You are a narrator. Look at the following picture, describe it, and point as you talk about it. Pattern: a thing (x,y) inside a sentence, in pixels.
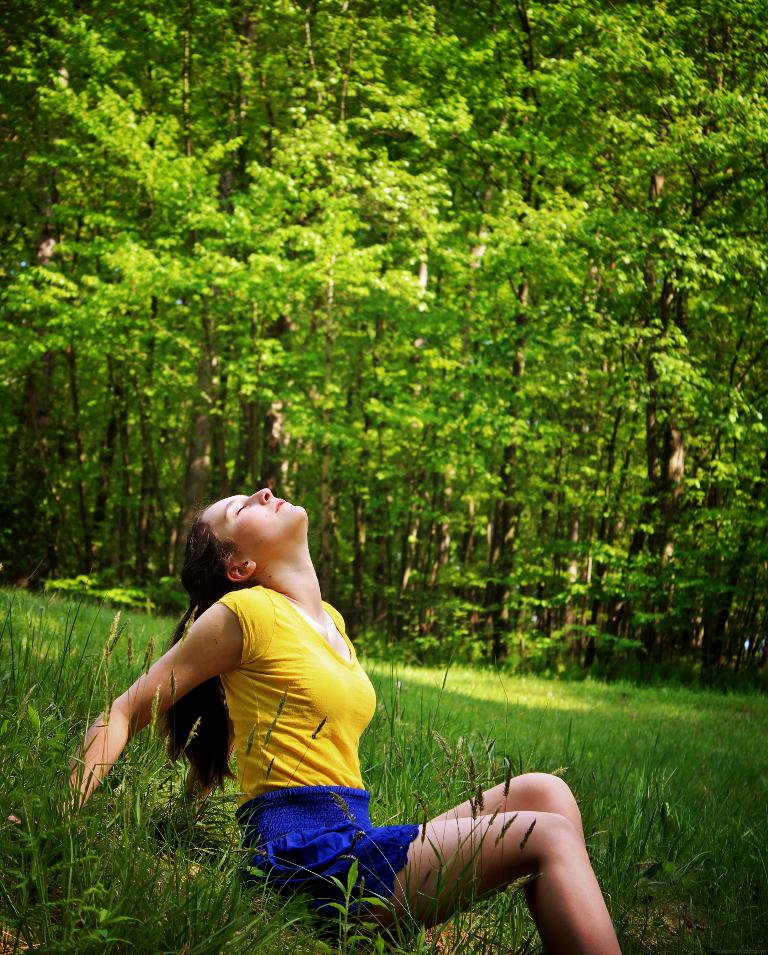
In this image I can see the person (198,759) sitting on the ground (119,866). The person (184,698) is wearing the yellow and blue color dress (262,765) and I can see the grass (3,863) on the ground (387,755). In the back (316,138) there are many trees (432,326).
